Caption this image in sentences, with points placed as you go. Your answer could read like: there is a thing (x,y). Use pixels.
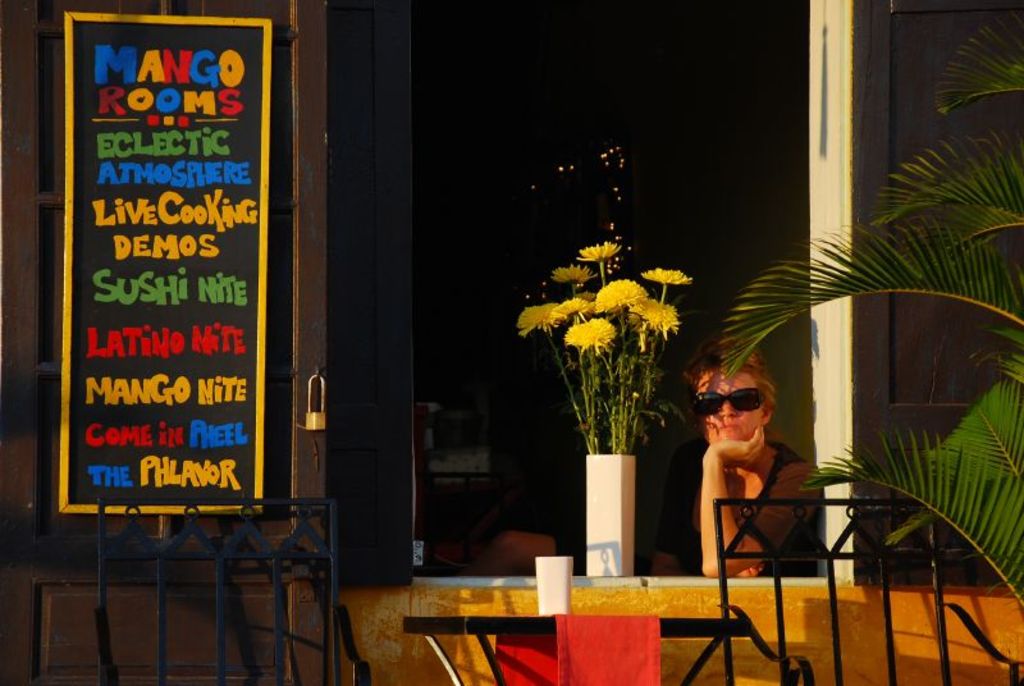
Here is a person (699,501) sitting. This looks like a flower vase (617,466) with a bunch of yellow flowers (607,376). I can see a table (471,621) with a red cloth (573,624) and a white color object (565,589) on it. These look like an iron grill (219,617). Here is a board (197,180), which is attached to the door (299,190). I can see a lock (317,418) hanging to the door (308,372). At the right side of the image (951,228), that looks like a tree (980,274) with leaves (898,266). I think this is a window (417,19).
